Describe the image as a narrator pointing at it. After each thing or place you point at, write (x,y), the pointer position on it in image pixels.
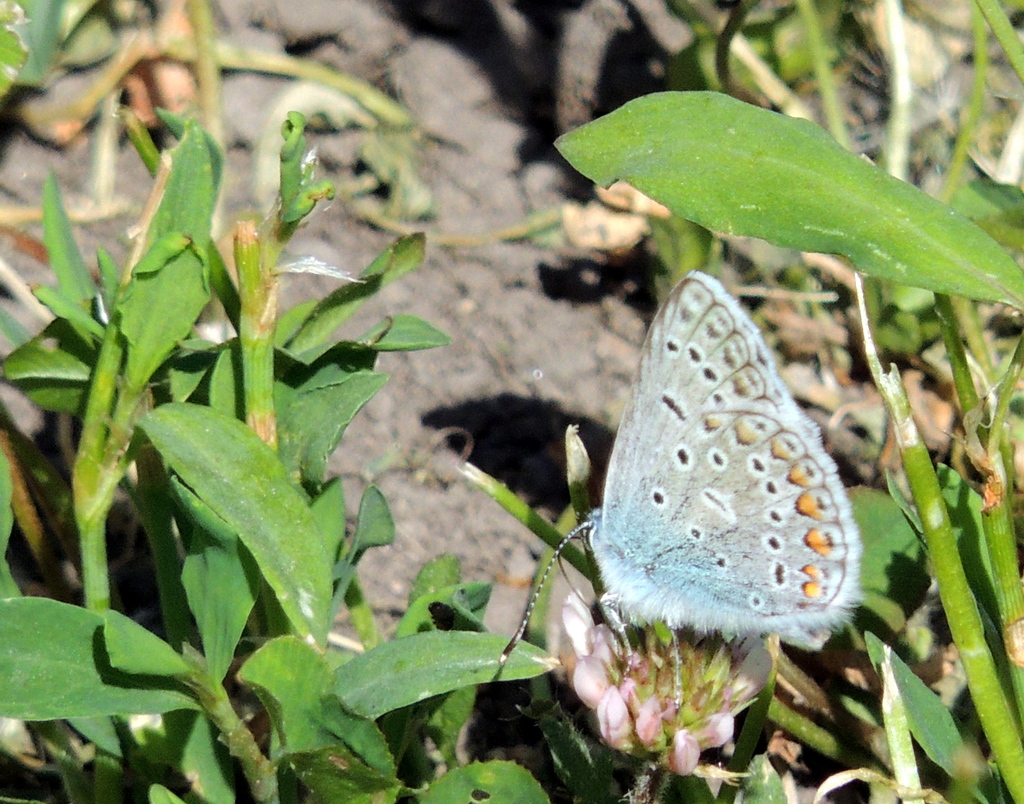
In the image we can see there is a butterfly (744,500) sitting on the buds (635,720) and there are buds (635,720) on the plants (571,734). Background of the image is little blurred.
